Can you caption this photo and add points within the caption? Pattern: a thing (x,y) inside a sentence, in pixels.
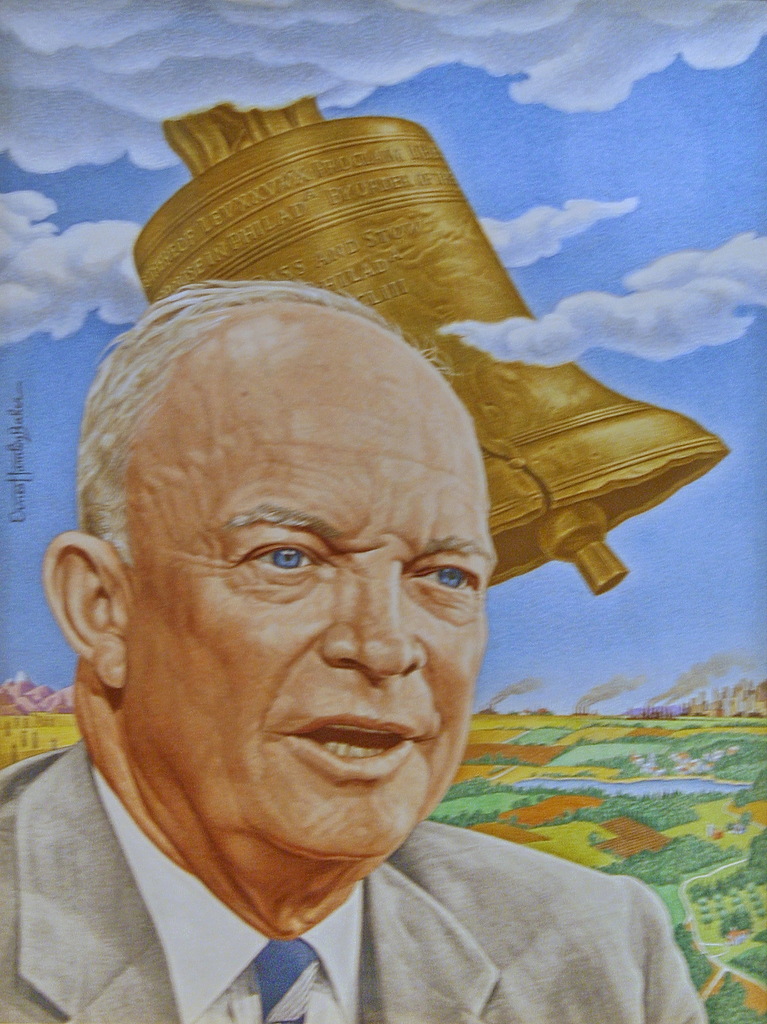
In this picture I can see it looks like a painting, at the bottom (476,892) there is a person (393,782) speaking. On the right side (745,795) there are trees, at the top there is a bell (431,278) in the sky (517,235).
